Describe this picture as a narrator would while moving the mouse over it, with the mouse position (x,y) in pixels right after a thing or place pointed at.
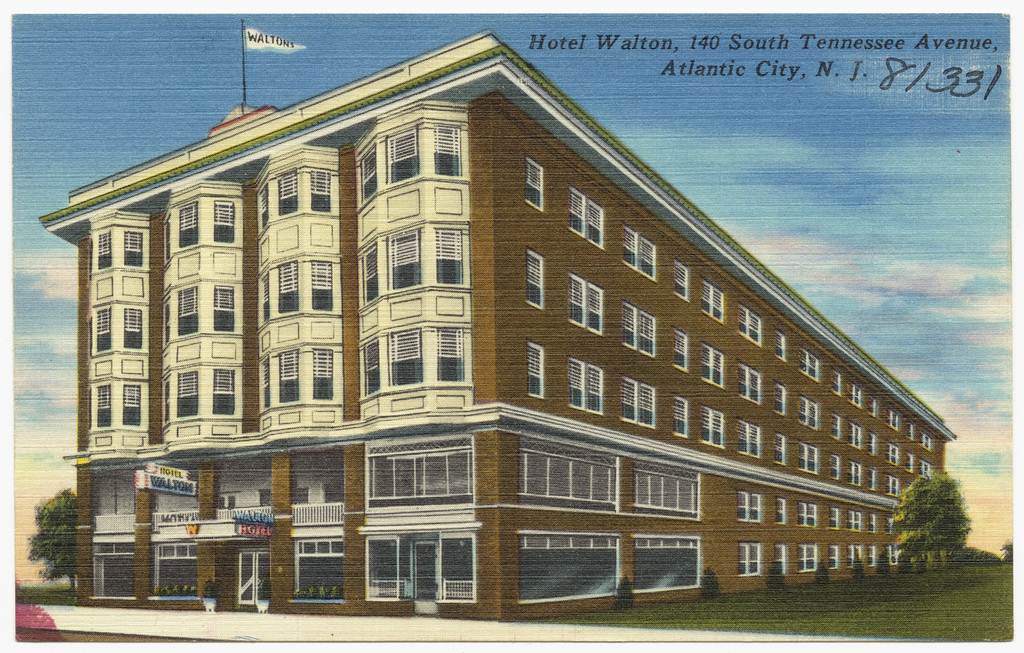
It is a graphical image. In the image we can see a building (661,267), trees (957,531), grass (990,629) and clouds (714,156) and sky (419,16).
